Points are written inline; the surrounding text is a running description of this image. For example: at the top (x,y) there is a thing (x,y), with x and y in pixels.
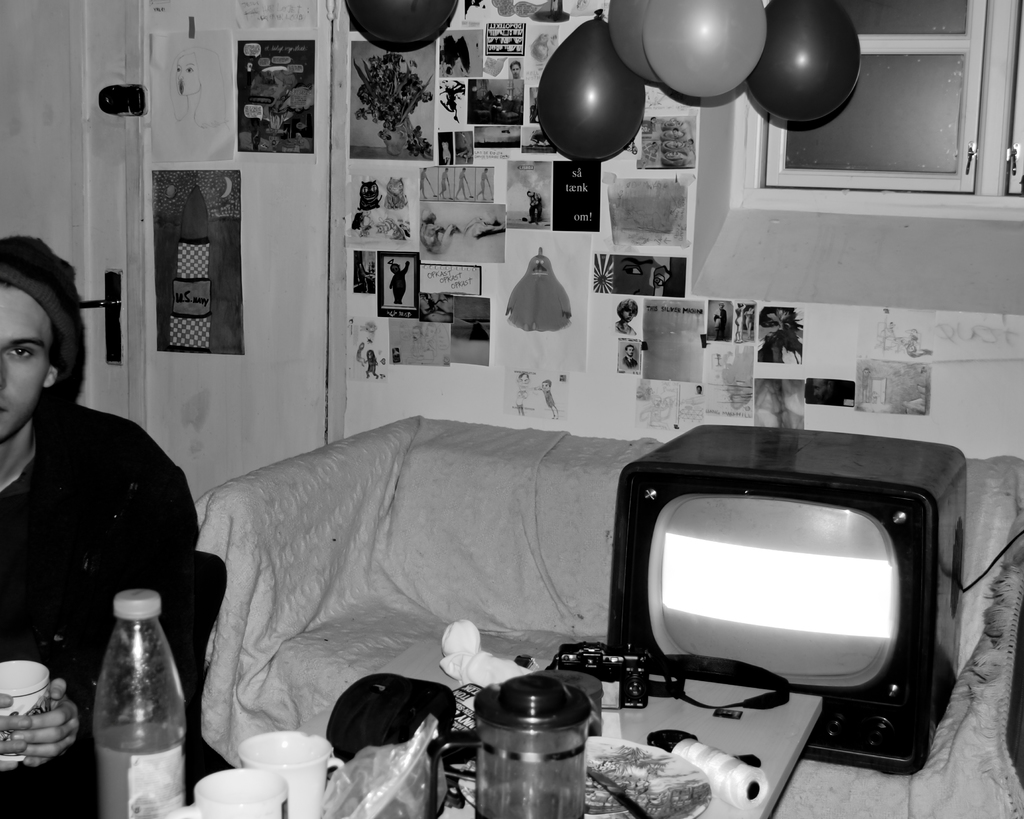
In this picture we can see man (75,503) holding cup (45,693) in his hand (53,694) and beside to him there is sofa (429,577) and television (864,506) on it and here we have table (439,661) and on table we can see camera (584,655), cups (258,747), bottle (132,675), jar (503,734), plastic cover (389,774), thread roll (707,765) and in background (295,164) we can see wall (308,209), photos (515,193), balloons (807,23), window (930,78).
